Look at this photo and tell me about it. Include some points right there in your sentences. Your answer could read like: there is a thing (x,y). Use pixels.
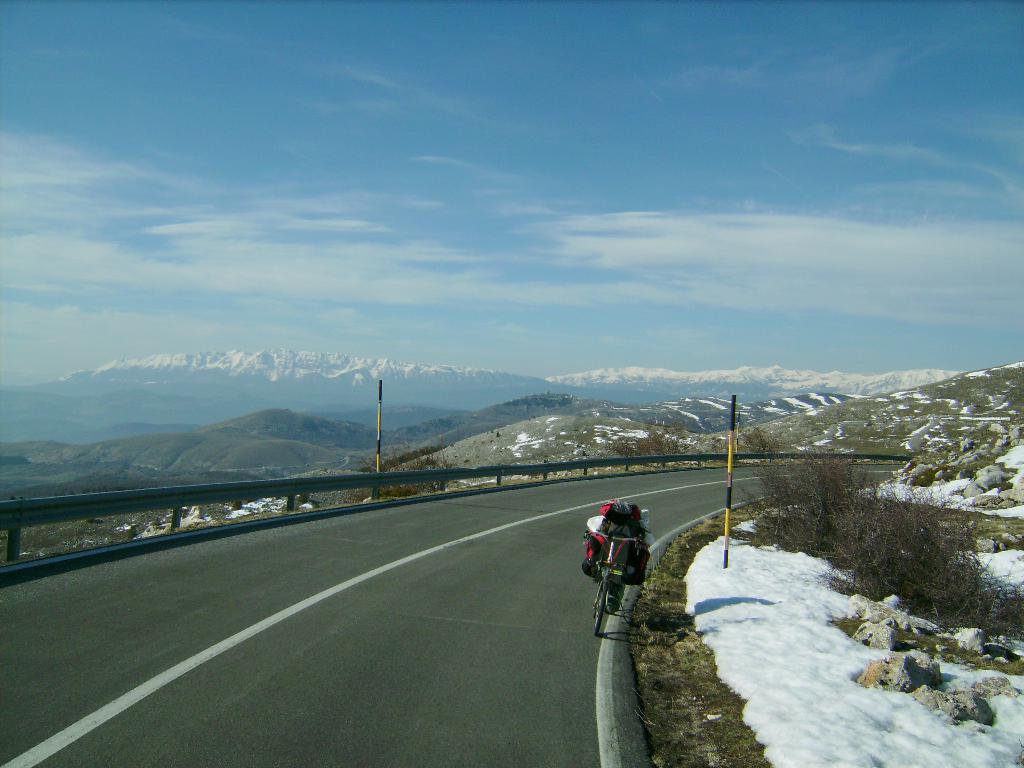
At the bottom of the picture (434,590), we see the road (472,608) and the road railing (215,502). On either side of the road (336,546), we see the poles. Beside that, we see a bicycle (632,569) is parked on the road (652,515). On the right side (811,598), we see ice (770,650), stones (898,686) and trees (934,602). There are hills (471,442) and mountains (426,390) in the background (547,428) and these hills (518,394) are covered with the ice (604,432). At the top (490,70), we see the sky (447,225).
